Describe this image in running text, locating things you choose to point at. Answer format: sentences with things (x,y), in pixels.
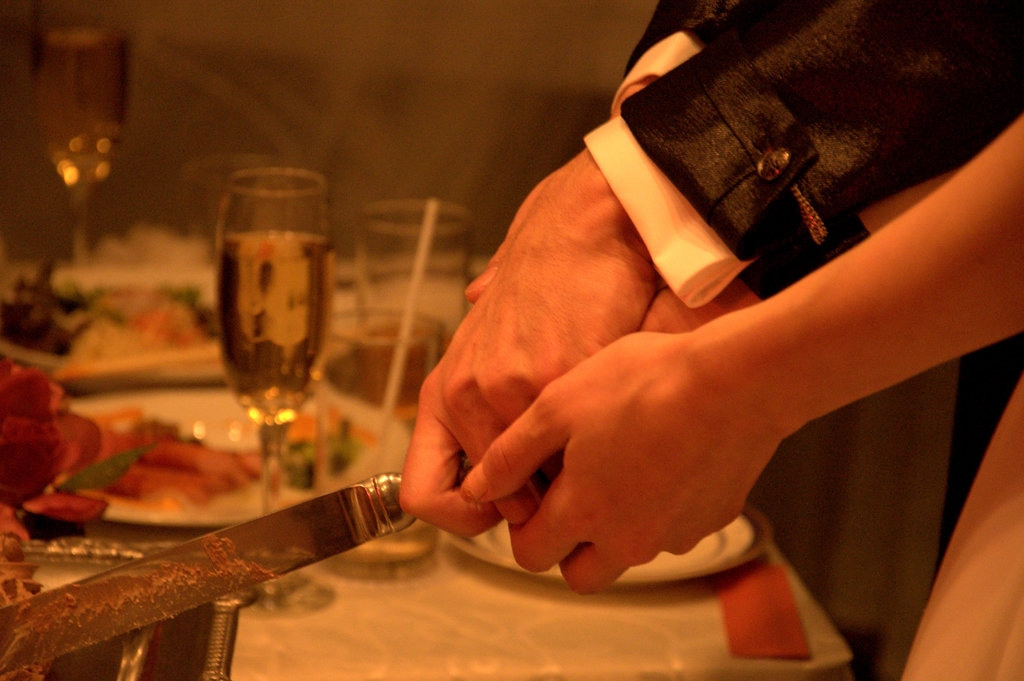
In this image we can see two persons (659,282) are holding hand (532,467) and knife (285,533). Behind glasses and food (164,427) are there on the white color table (497,659).
